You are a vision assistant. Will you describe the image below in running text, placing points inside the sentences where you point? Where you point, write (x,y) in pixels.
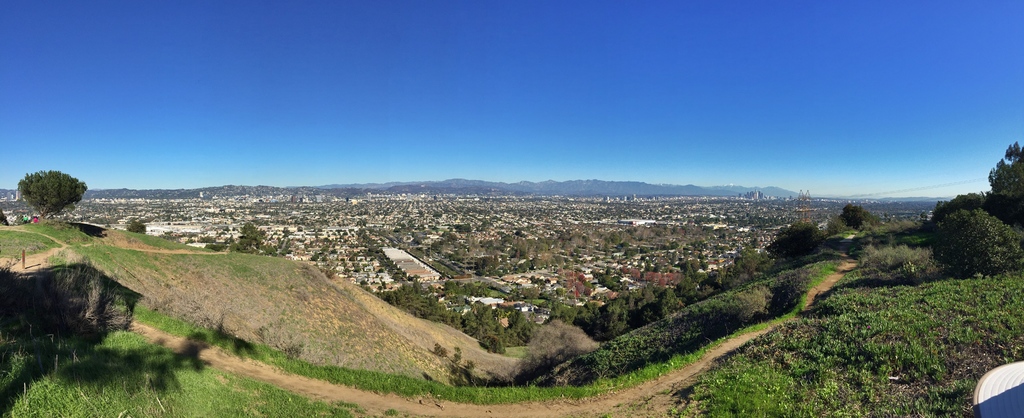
In this image I can see few houses (530,283), trees (526,264), green grass (822,316) and mountains (529,186). The sky (484,109) is in blue color.
